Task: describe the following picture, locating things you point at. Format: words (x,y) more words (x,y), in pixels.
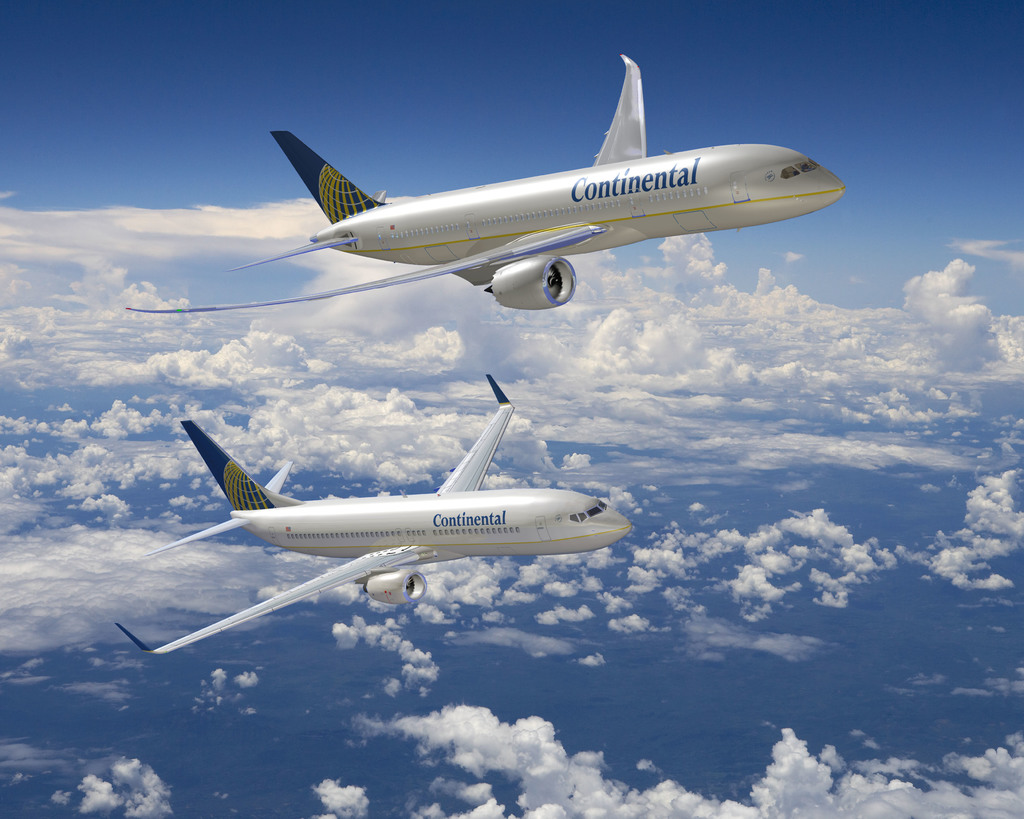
In this picture we can see there are two airplanes (564,233) flying in the sky (400,293).
